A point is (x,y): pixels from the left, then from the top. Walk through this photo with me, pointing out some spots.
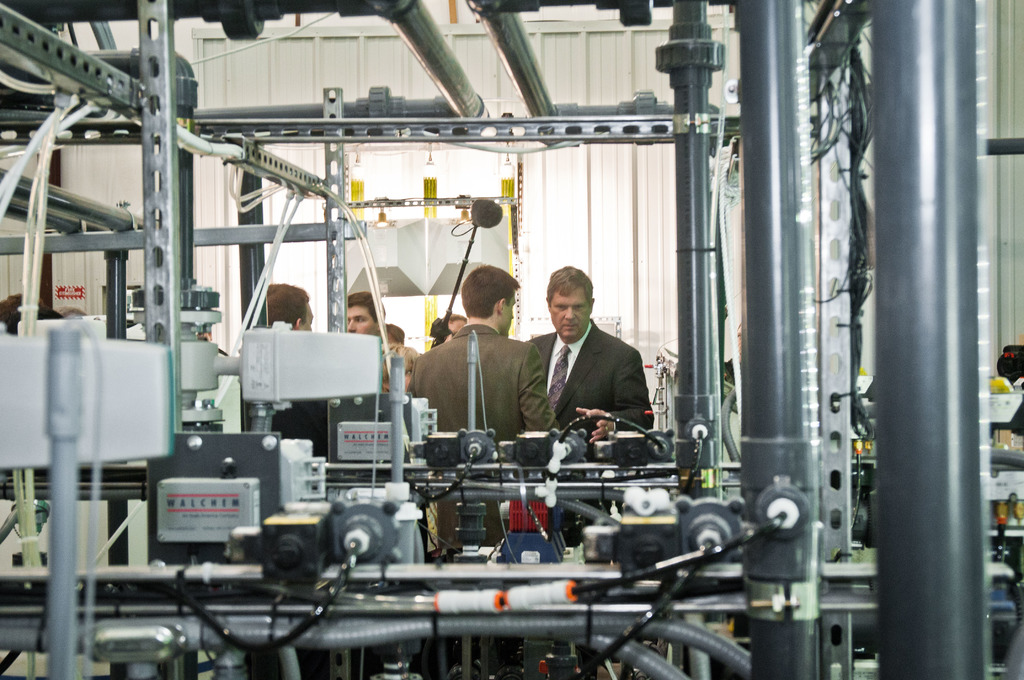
In this image we can see persons (560,333) standing on the floor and machines (686,144).
